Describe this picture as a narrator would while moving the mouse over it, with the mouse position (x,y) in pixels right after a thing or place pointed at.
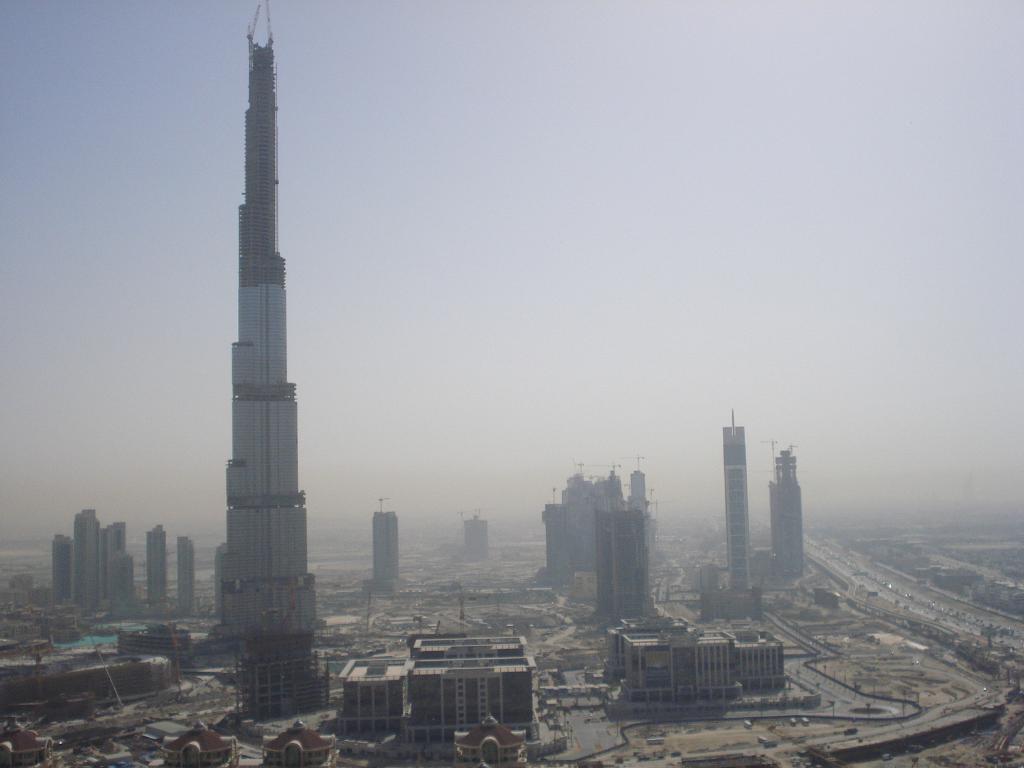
It is the image of a well developed city (451,636), there are lot of buildings (473,691) and huge towers (280,435) and very wide length roads (881,609).
